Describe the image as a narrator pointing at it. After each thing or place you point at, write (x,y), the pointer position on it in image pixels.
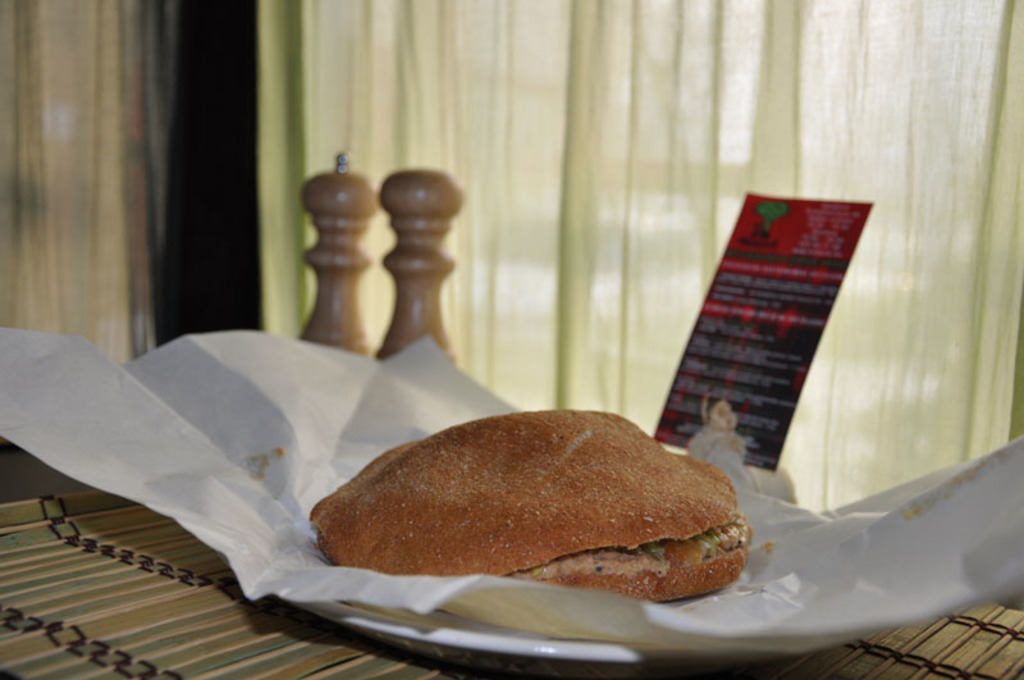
In this image I can see the food (390,551) which is in brown color and the food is on the paper (594,614) and the paper (345,422) is in the plate (527,642). The plate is in white color, background (919,290) I can see a card (743,363) in red and black color and few curtains (686,130) in white color.
